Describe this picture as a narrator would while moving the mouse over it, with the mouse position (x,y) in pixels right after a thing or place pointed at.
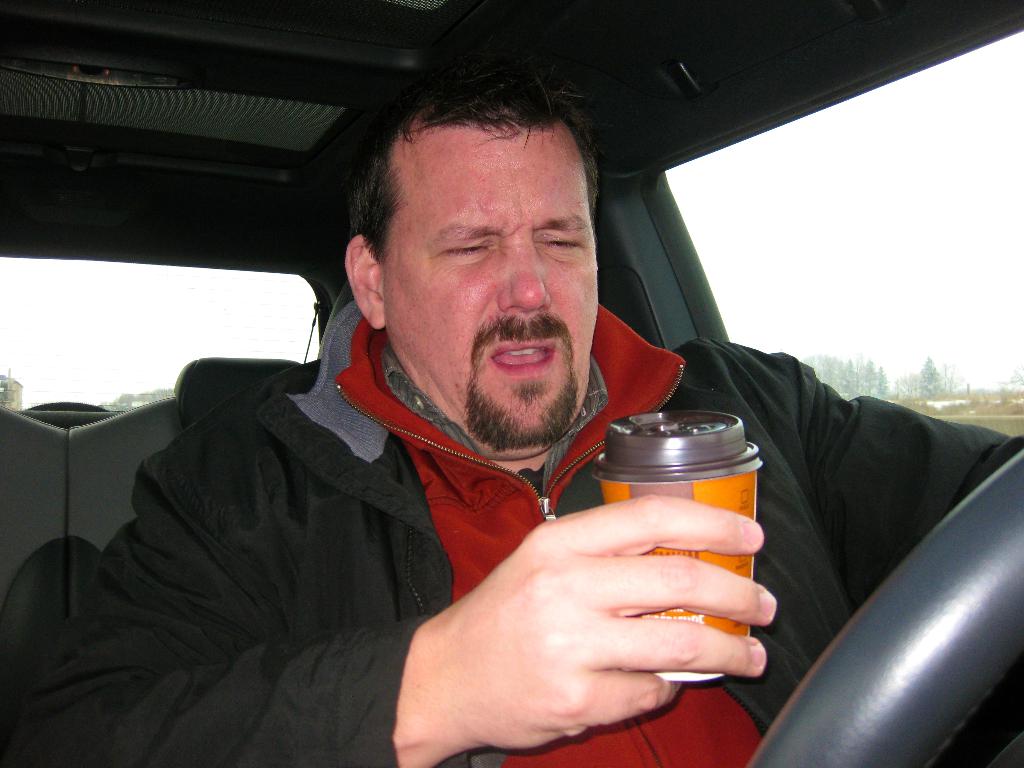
he is sitting a car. he is holding like a cup (658,482) on other side of the hand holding like a steering (912,599). He is grimacing also since we see him mouth (507,360) is open here. Other side we have trees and sky (875,190).
